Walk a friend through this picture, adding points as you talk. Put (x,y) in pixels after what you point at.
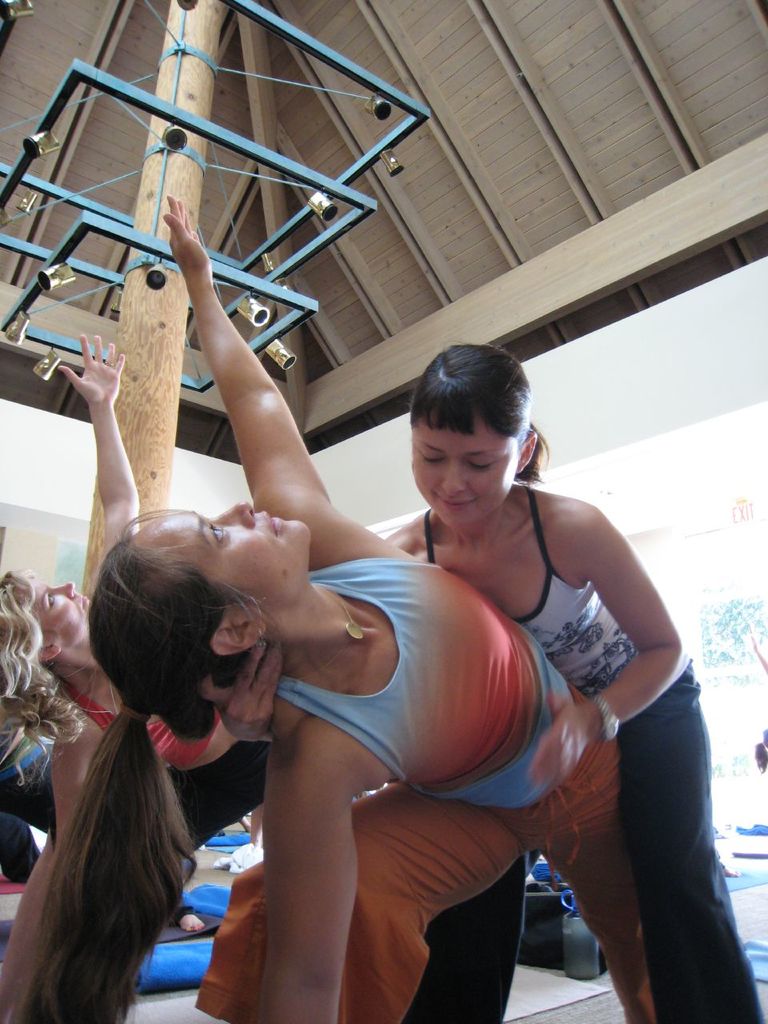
There is a group of people (384,642) at the bottom of this image (300,834), and there is a wooden roof (436,177) in the background (567,128).
